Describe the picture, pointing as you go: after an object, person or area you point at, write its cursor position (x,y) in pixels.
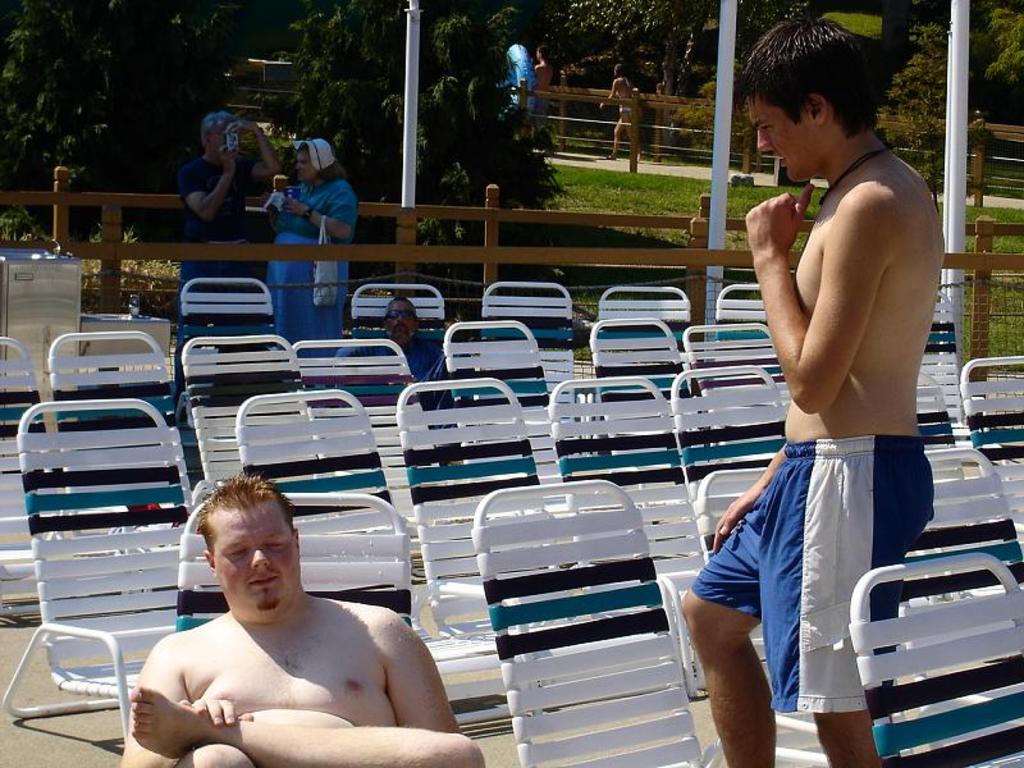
In the foreground of the picture (357,416) there are people (248,697) and chairs (967,652). In the center of the picture (411,366) there are trees (356,181), grass (595,200), railing (477,209), poles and people (282,237). In the background (630,44) there are people (541,84) and trees (884,121).
